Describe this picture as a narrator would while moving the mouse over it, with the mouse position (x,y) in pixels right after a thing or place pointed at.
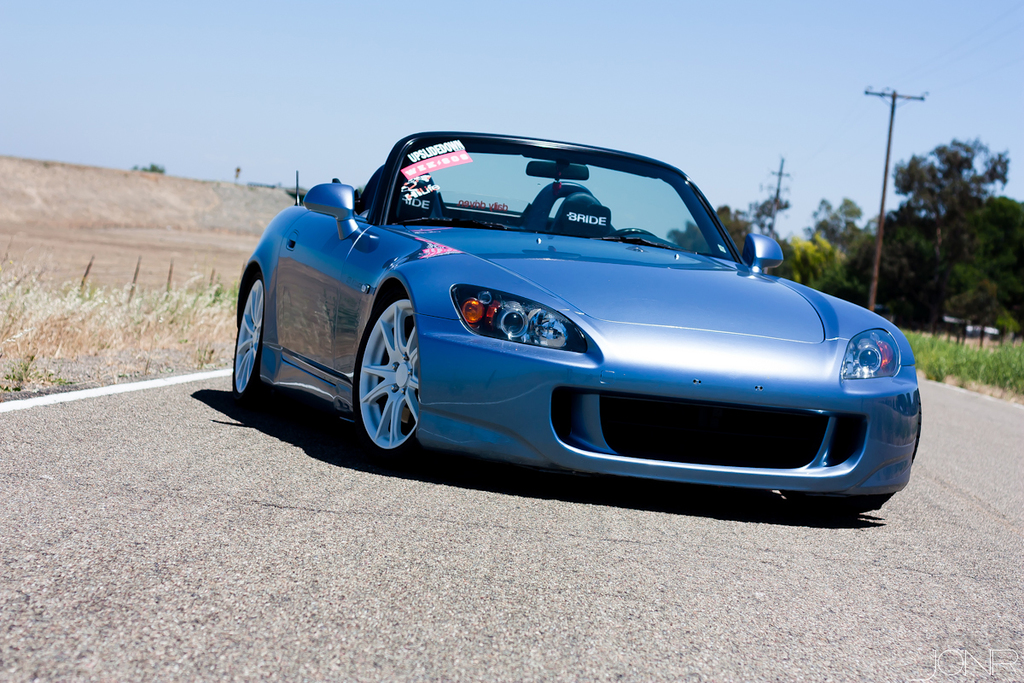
At the bottom of the image (656,632) there is a road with blue car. On the right side of the image (933,251) there are trees (954,302), grass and electrical poles (889,126) with wires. At the top of the image (657,96) there is a sky (492,96).
